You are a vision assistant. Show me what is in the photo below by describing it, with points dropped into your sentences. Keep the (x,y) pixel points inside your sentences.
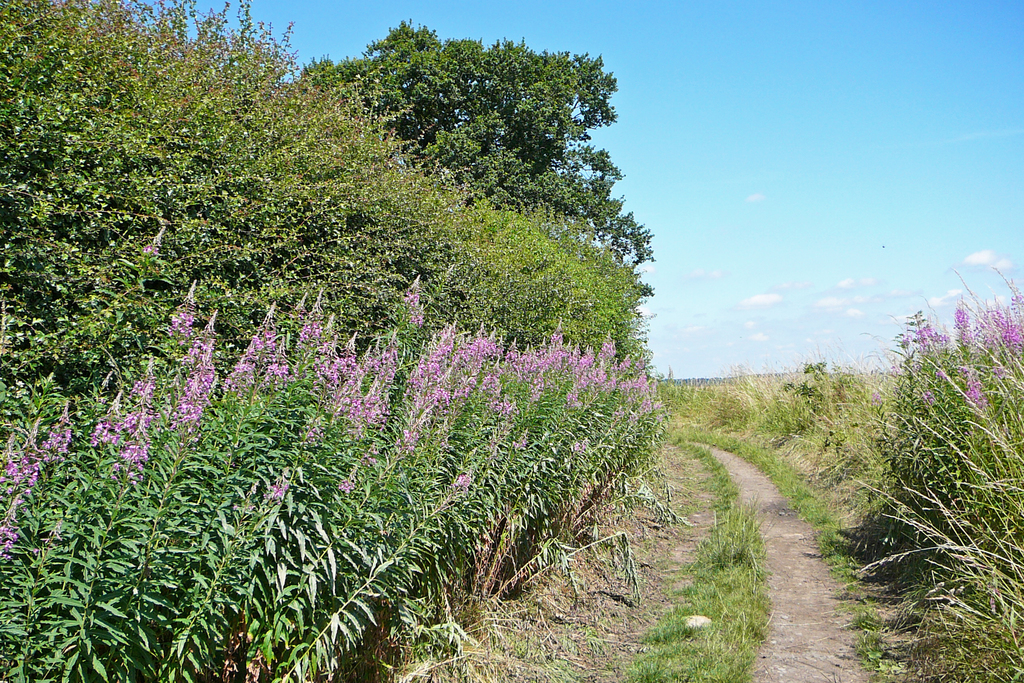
In the image there are small plants (247,507) with violet color flowers (139,462). Behind them there are many trees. There is grass (745,574) on the ground (776,530) and also there is a path (811,612).
